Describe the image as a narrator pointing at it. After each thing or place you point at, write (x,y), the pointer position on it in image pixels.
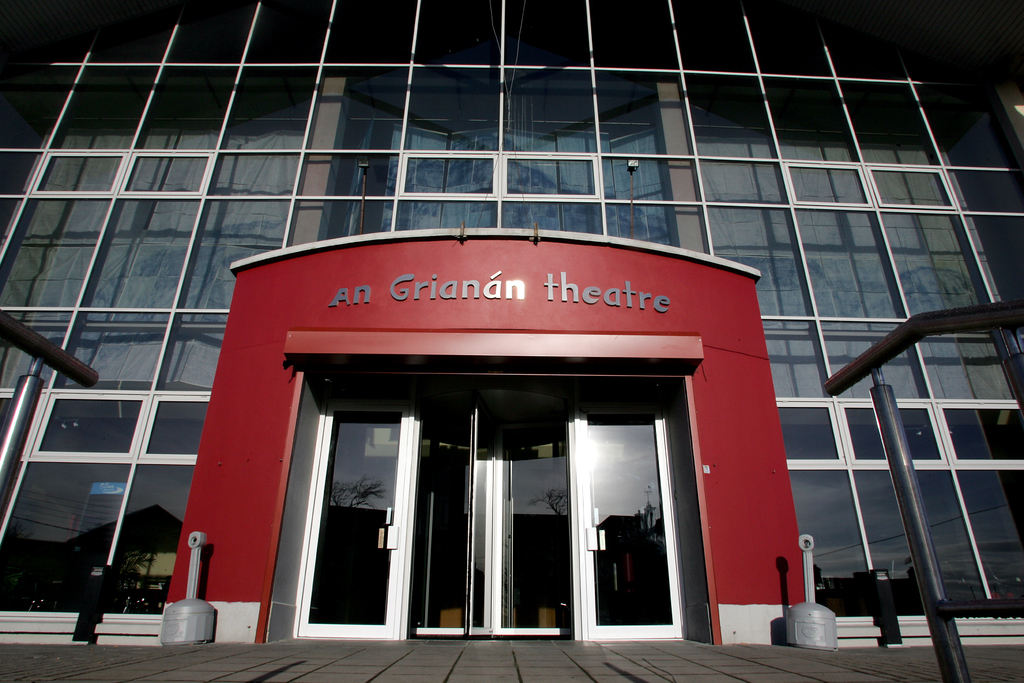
This picture is clicked outside. In the foreground (987,677) we can see the metal objects (14,402) and the pavement (754,671) and we can see the building (522,206), the text (596,298) on the building (682,326) and we can see the doors (592,514) and the reflection (647,505) of sky (636,473), buildings (643,558), trees (373,497) and the reflection (522,540) of houses (144,519) and some other objects (109,494) on the glasses (645,465) of the building (238,164).
